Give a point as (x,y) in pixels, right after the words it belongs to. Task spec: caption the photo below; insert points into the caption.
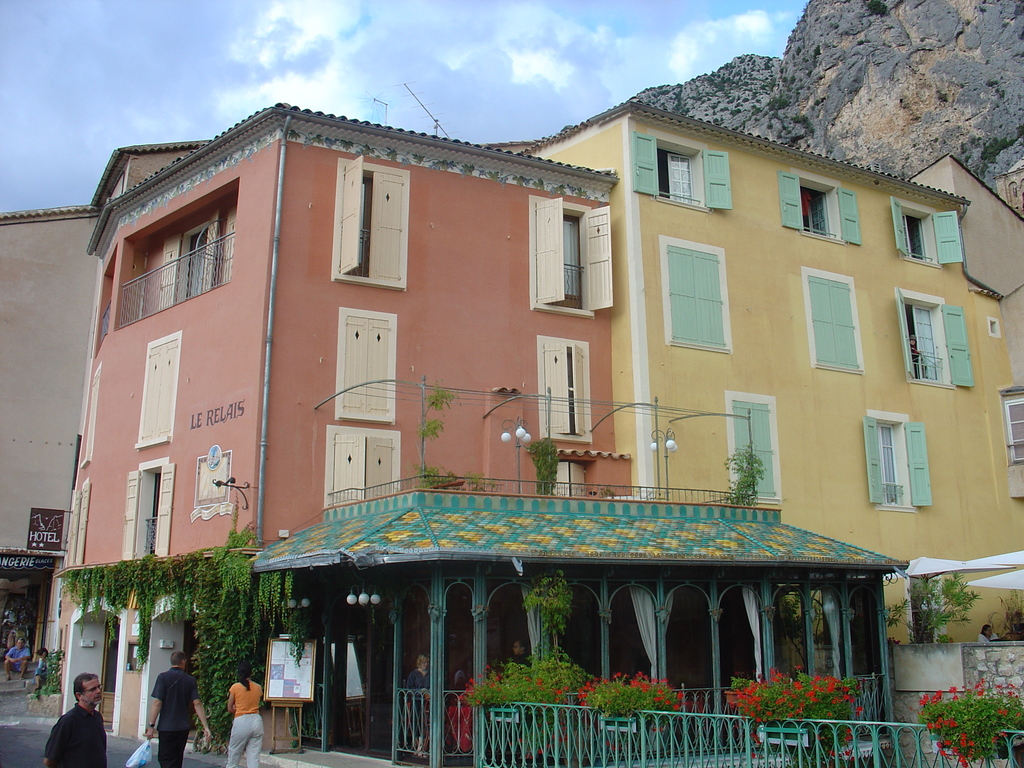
In this image, we can see buildings (441,459) and there are railings (180,287) and windows (684,315), creepers (220,558), flower pots (562,673), curtains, lights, boards (270,665), tents (966,570), some people (174,740) on the road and there are hills (885,46). At the top (428,48), there are clouds (313,49) in the sky (345,65).
